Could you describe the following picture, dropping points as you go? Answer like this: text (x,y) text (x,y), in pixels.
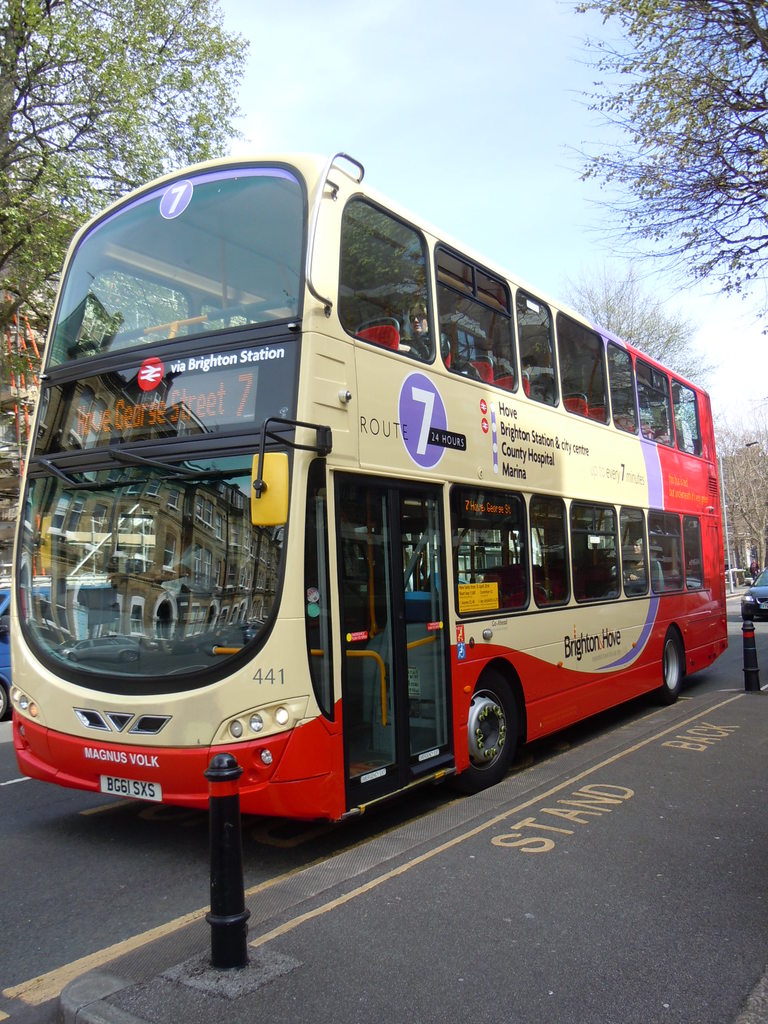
We can see vehicles (515,605) on the road (308,836). Background (721,59) we can see trees (734,551) and sky (718,407).
